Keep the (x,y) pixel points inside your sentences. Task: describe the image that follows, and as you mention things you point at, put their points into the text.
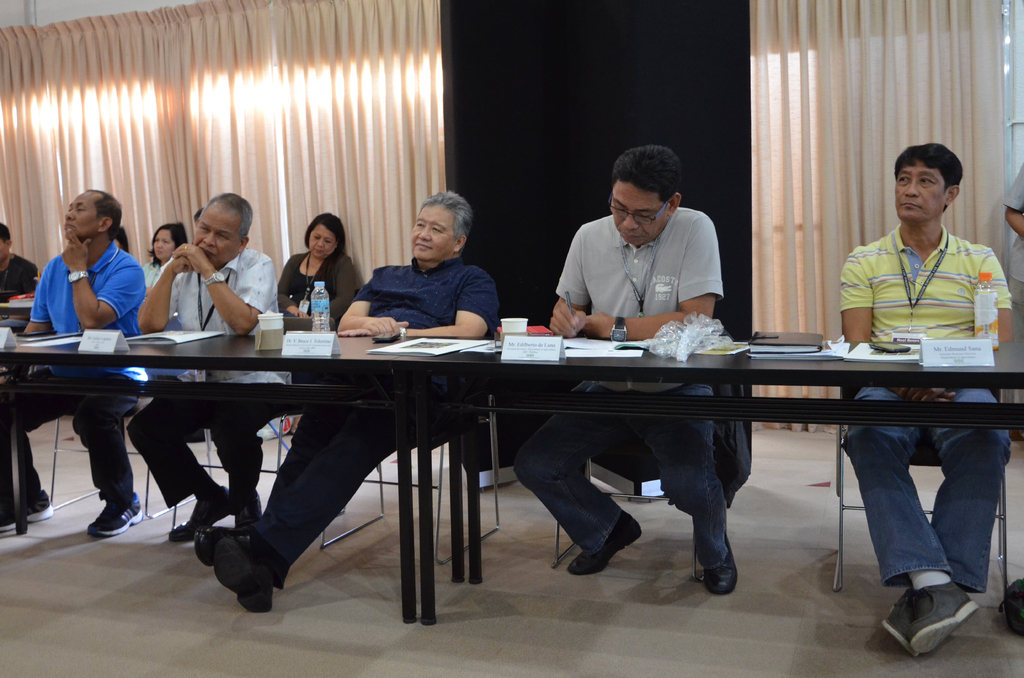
In the picture there are few people (269,276) sitting in front of a table (386,365) and on the table (321,365) there are some papers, bottles (316,309) and name cards (521,350) of those people (480,328). Behind them on the left side (316,256) there are few other people (307,249) and in the background (300,104) there is a curtain (862,180).
